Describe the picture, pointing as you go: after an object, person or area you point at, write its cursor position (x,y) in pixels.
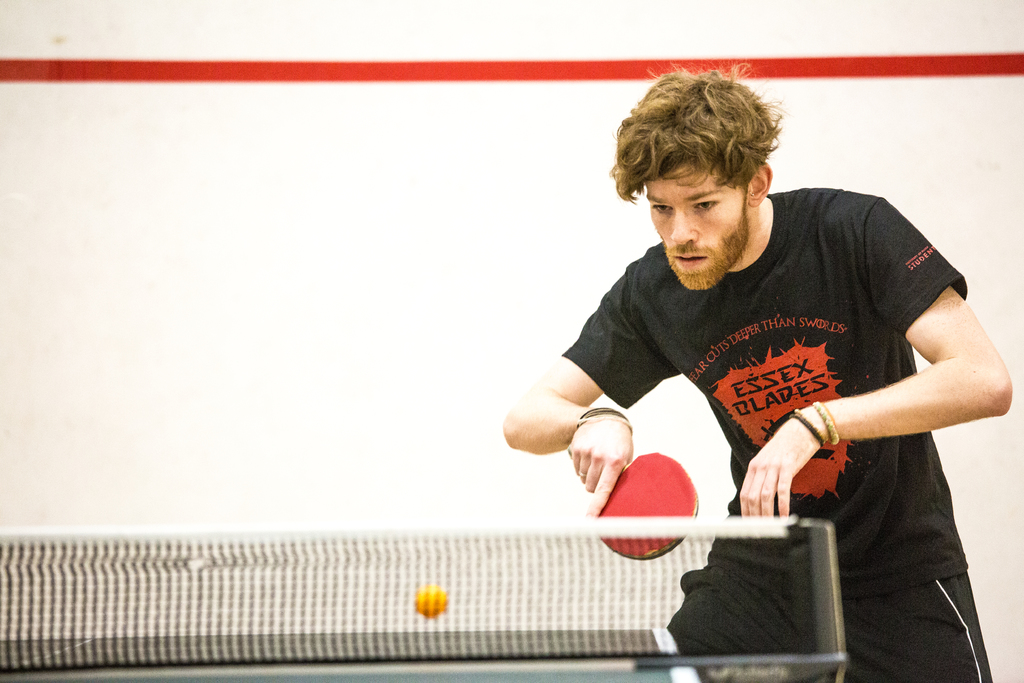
In this picture there is a boy (921,654) on the right side of the image (744,561), there is a net (92,541) and a table (548,645) at the bottom side of the image (614,577), he is playing table tennis.
